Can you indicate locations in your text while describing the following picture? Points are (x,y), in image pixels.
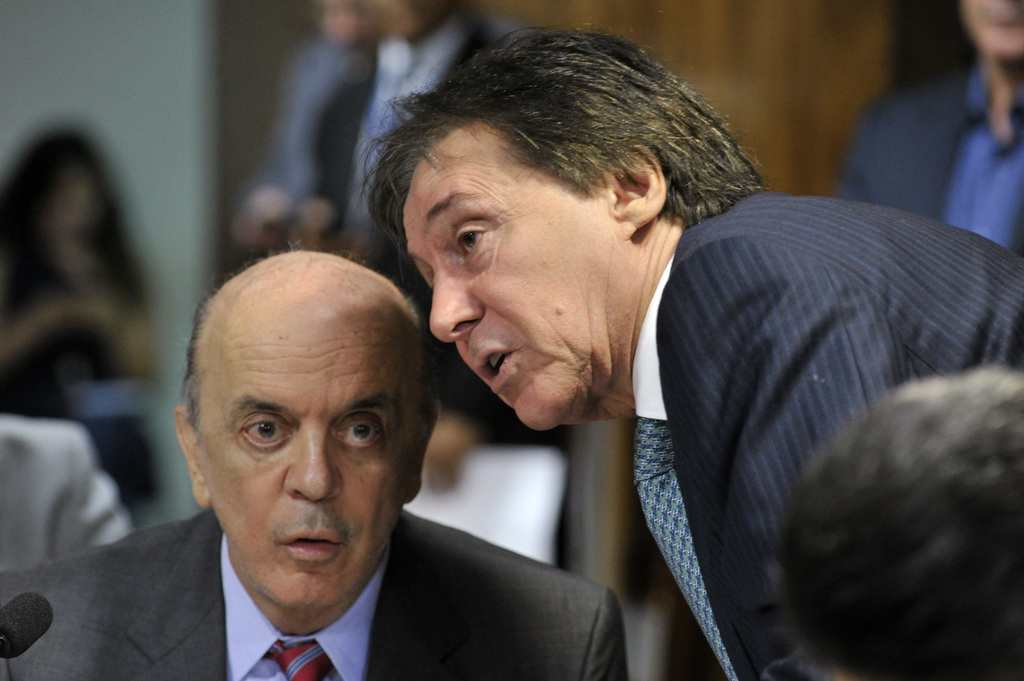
In this image we can see a few people (617,217), among them some are sitting and some are standing, also we can see a mic (46,624) and the background (133,9) is blurred.
